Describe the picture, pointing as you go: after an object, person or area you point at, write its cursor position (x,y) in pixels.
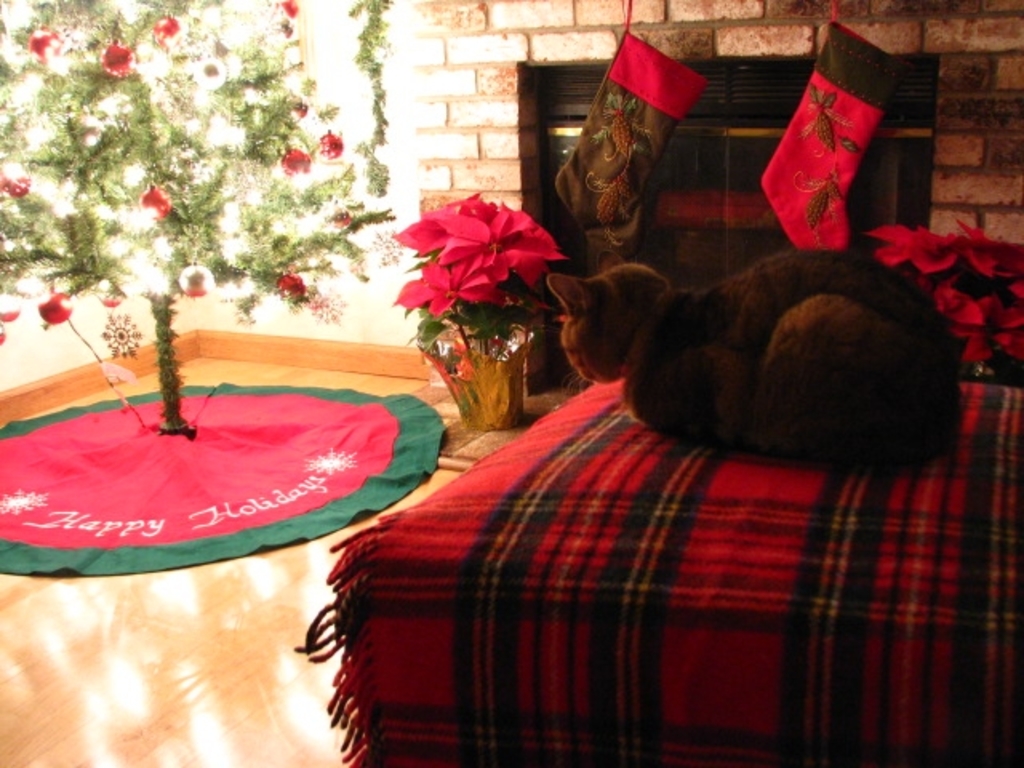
In the foreground of this image (608,323), there is a cat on bed (575,632). On left (128,89), there is a Xmas tree (191,290) on the surface (233,592). In the background (365,311), there are socks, flower pot (489,301) and the wall (440,124).
